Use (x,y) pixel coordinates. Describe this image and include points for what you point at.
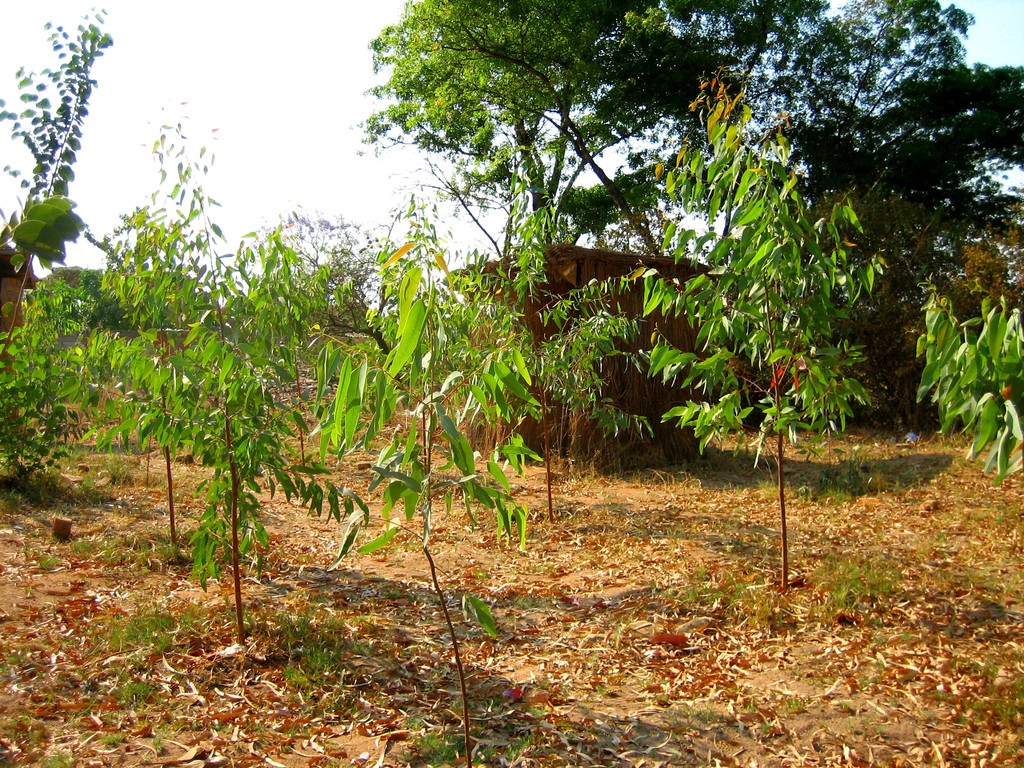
In this image we can see trees (745,205) and plants (745,424). In the middle of the image (622,350) one hut (614,380) is there and on land (607,678) dry leaves (558,637) are present.
